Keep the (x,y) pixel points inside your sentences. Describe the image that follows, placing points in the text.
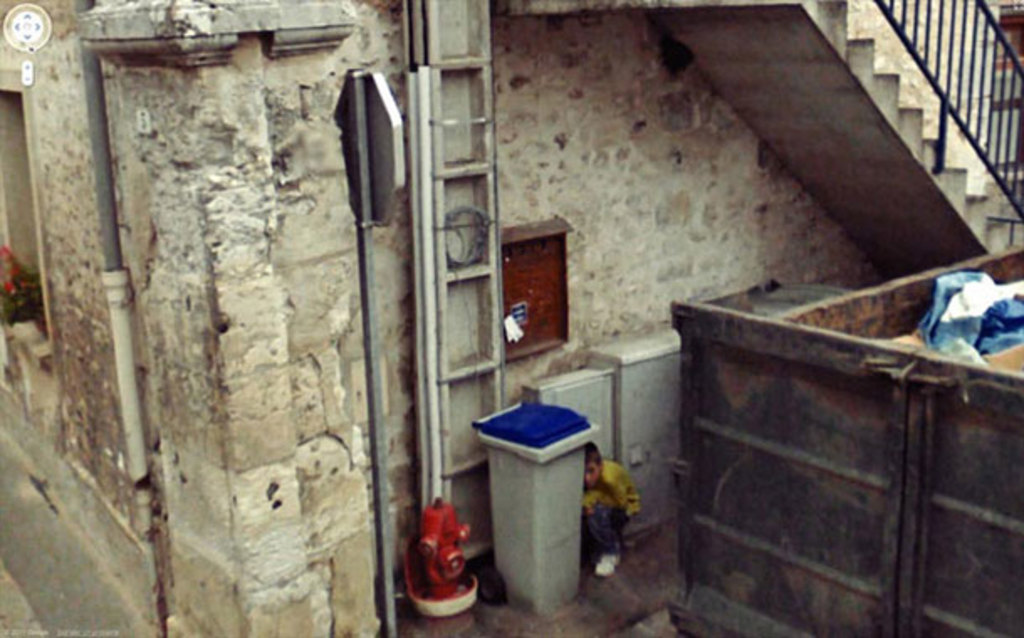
This picture shows a building (389,301) and we see stairs (869,214) and a board (370,158) to a pole (375,304) and we see a boy (620,488).
